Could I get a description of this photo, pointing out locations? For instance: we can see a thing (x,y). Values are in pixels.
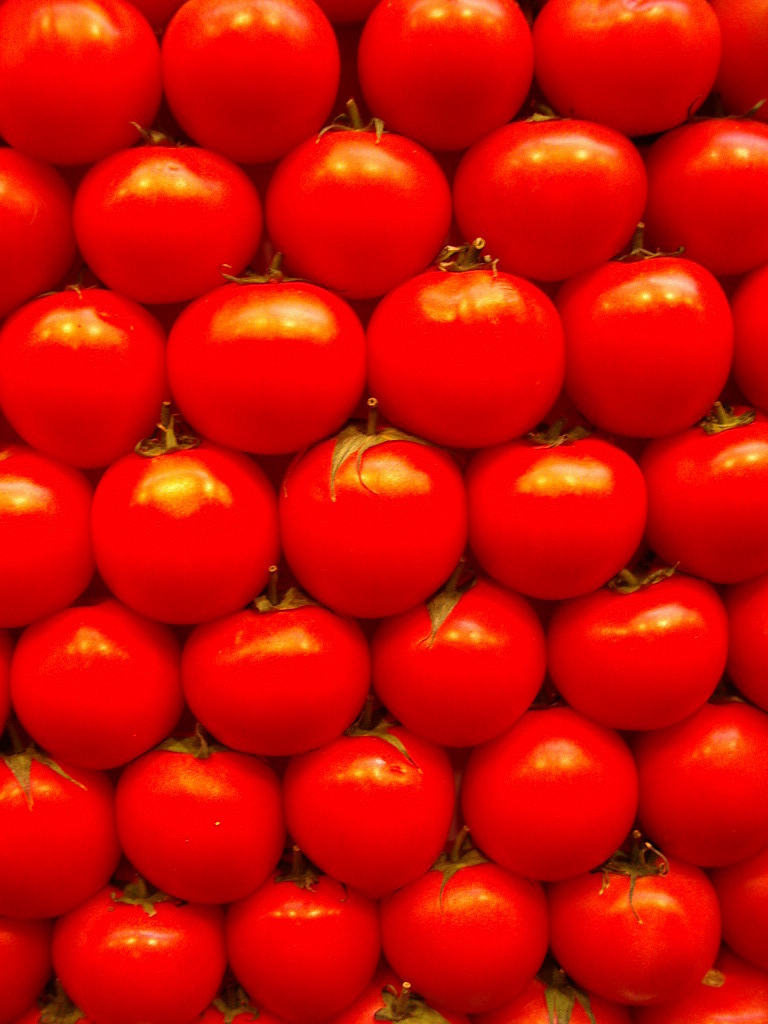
In the image we can see there are lot of red colour tomatoes (391,563).
